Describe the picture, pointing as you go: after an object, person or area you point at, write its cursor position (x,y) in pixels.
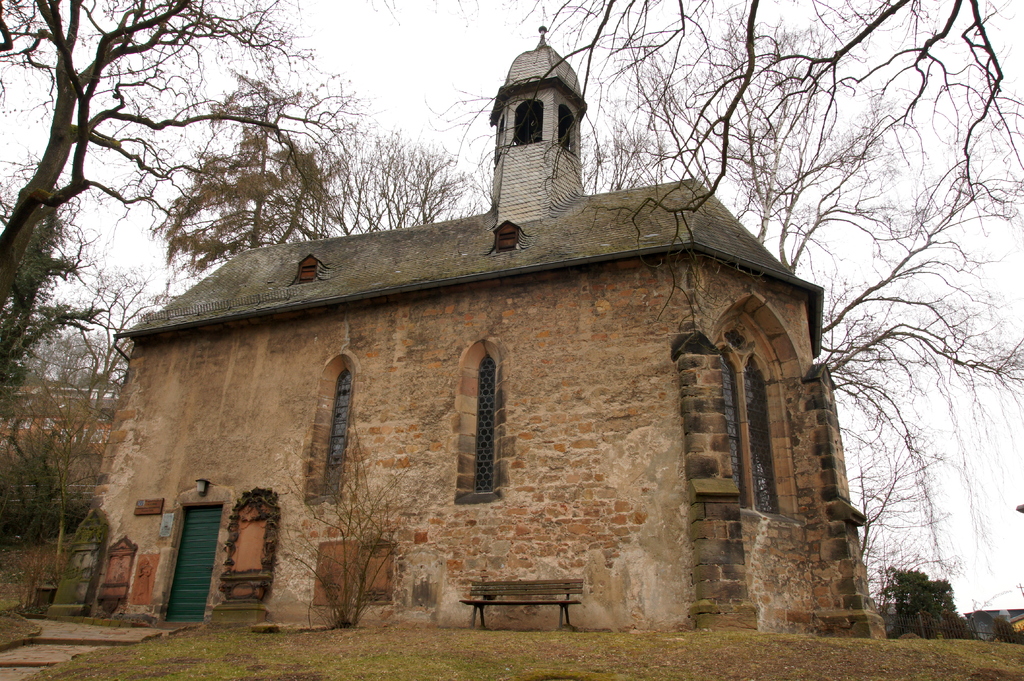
In this image we can see a Chapel (497,611) and there is a green door (197,531) to it to the side of the Chapel (292,616) we can see a bench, plant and grass (104,660). There are few trees (928,607) in the background (423,122) and the sky (434,57).
